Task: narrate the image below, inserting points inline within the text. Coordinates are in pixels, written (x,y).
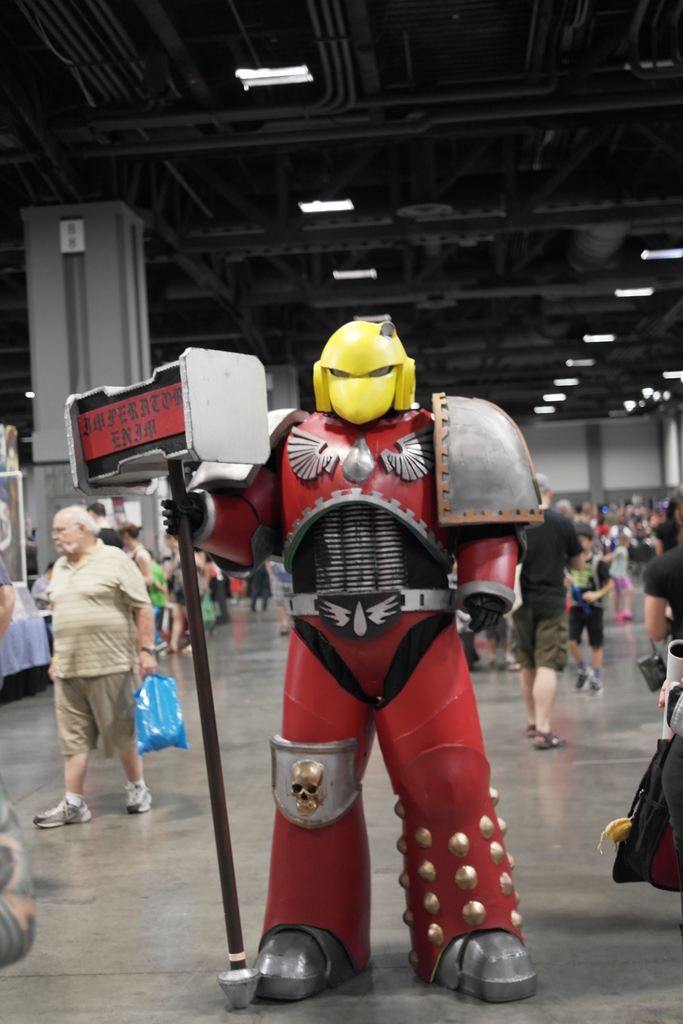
In this image I can see in the middle (238,558) there is the doll (397,696). At the back side (56,536) few people (206,578) are walking, at the top (363,273) there are lights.
